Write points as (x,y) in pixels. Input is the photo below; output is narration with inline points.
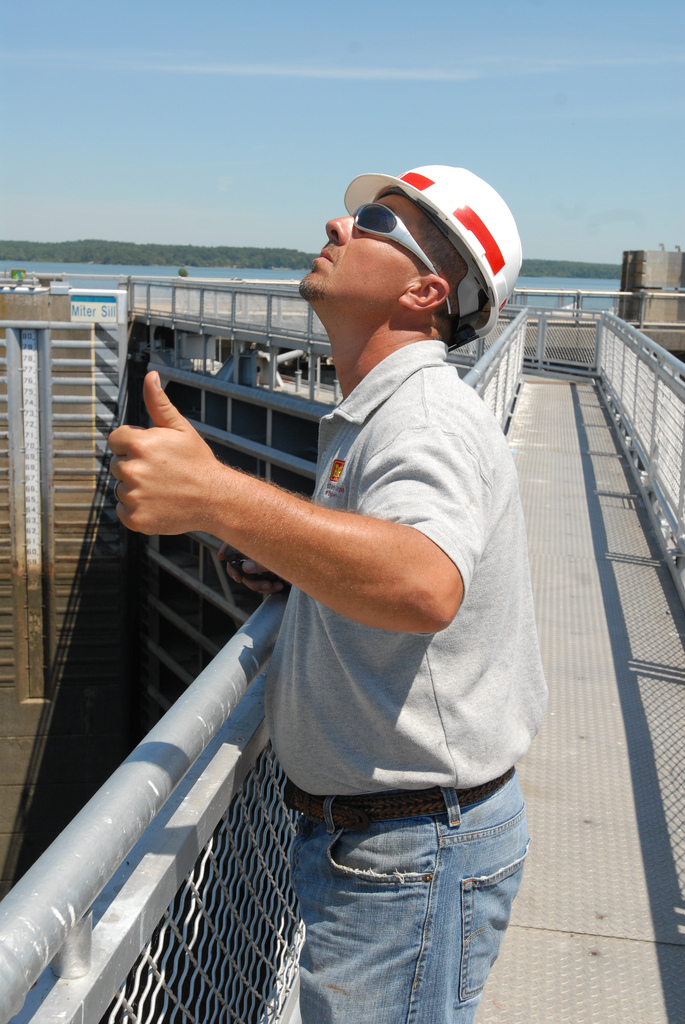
In the foreground (507,824) I can see a person (463,769) is standing on the bridge (538,836) and buildings (647,282) I can see. In the background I can see water (115,265) and trees (197,255). On the top (207,136) I can see the sky (238,109). This image is taken during a day.
